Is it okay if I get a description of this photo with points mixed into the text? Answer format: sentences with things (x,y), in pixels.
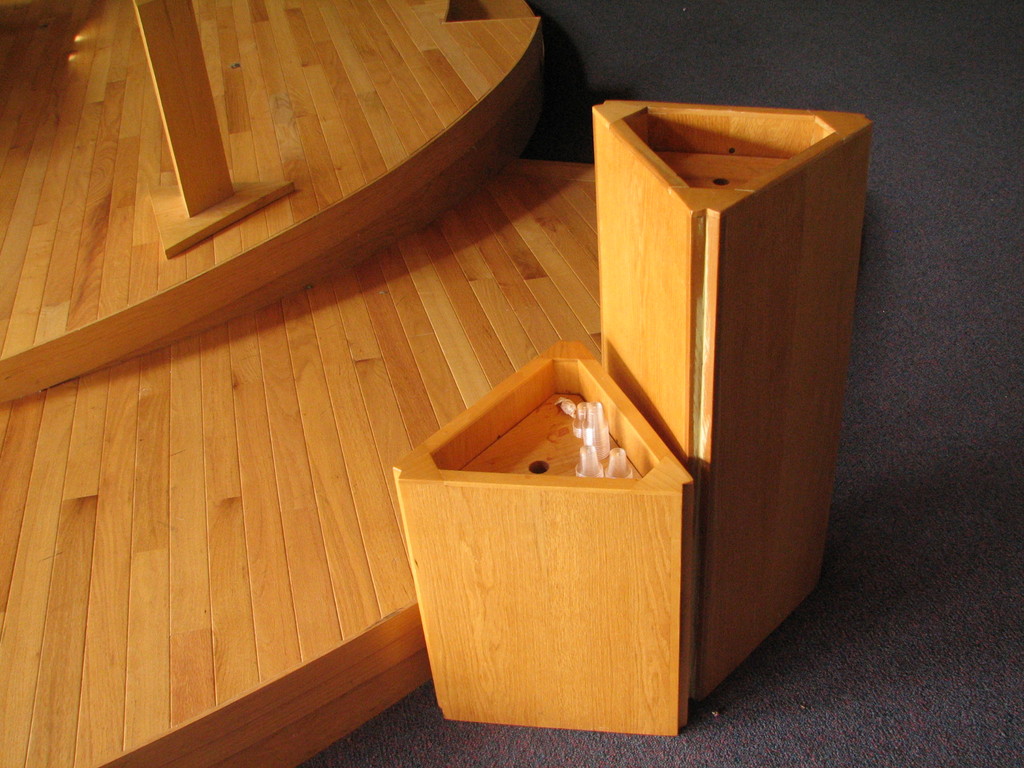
In this picture we can see wooden objects (170,40) and these are placed on the floor (1018,374).
